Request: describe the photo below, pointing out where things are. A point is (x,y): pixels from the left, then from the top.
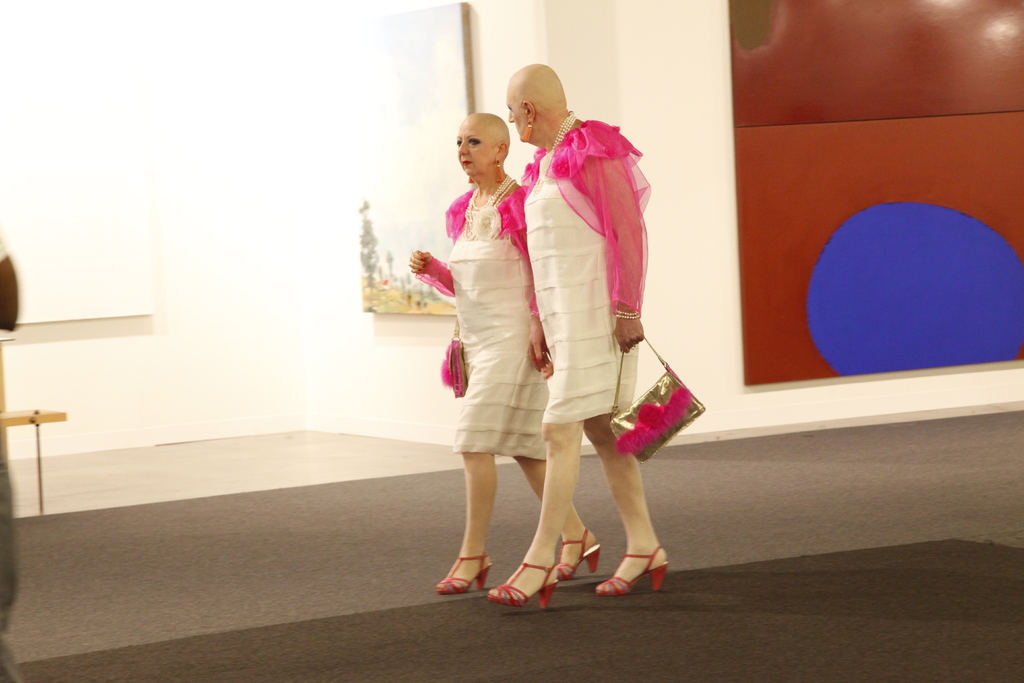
This picture describe the two woman (536,253) wearing pink and white dress (570,315) with pink color sandals (555,574) walking in the hall (134,460), Holding pink and golden color purse (669,426). Behind we can see colorful painting (888,206) on the wall (693,138) and a painting (373,151).
